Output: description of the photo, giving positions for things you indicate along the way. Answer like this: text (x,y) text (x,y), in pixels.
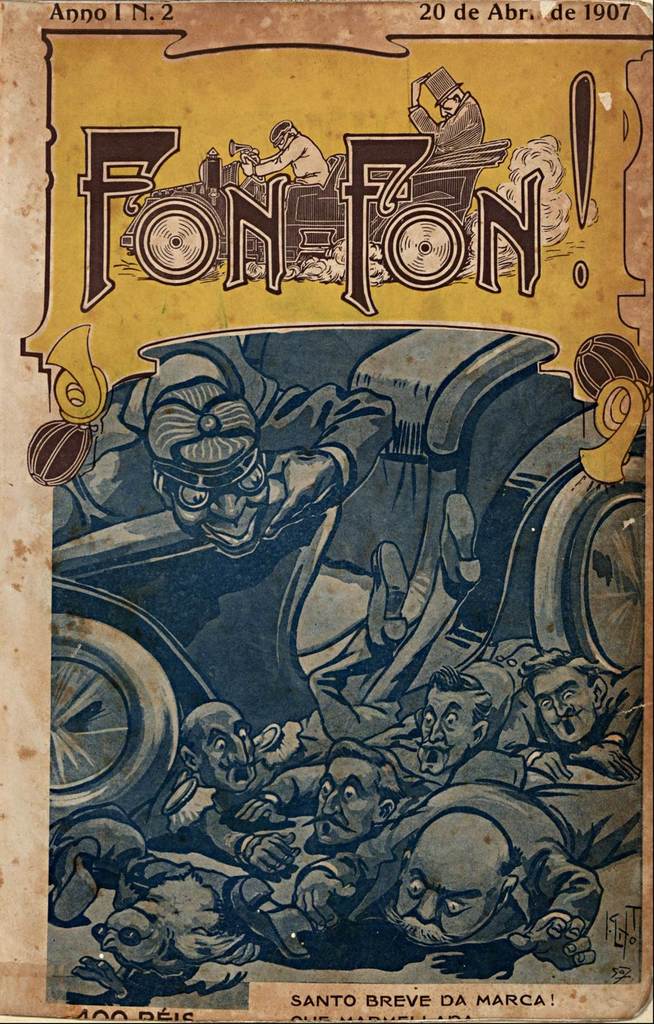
In this picture we can see poster (416,903), in this poster (448,887) we can see people (408,909) and text (163,1015).
